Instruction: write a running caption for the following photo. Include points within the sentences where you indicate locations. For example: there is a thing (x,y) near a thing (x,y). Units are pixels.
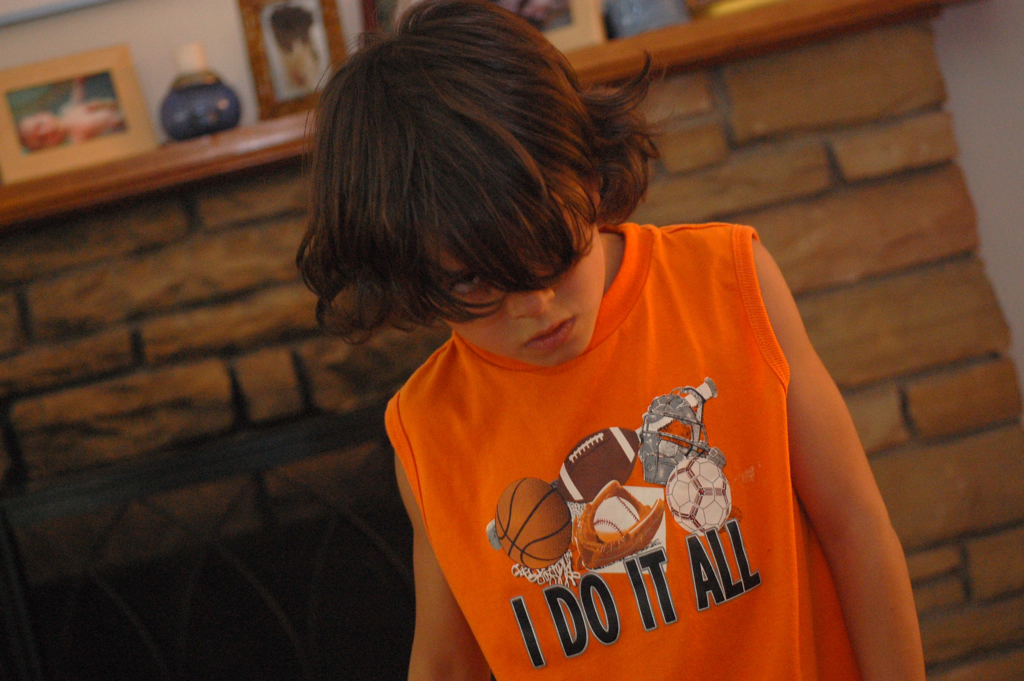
In this image I can see a boy (469,390) and I can see he is wearing orange colour dress (583,418). On his dress (538,569) I can see few balls (625,527) and under it I can see something is written. In the background (196,116) I can see few frames (74,122) and a black colour thing (190,112).
